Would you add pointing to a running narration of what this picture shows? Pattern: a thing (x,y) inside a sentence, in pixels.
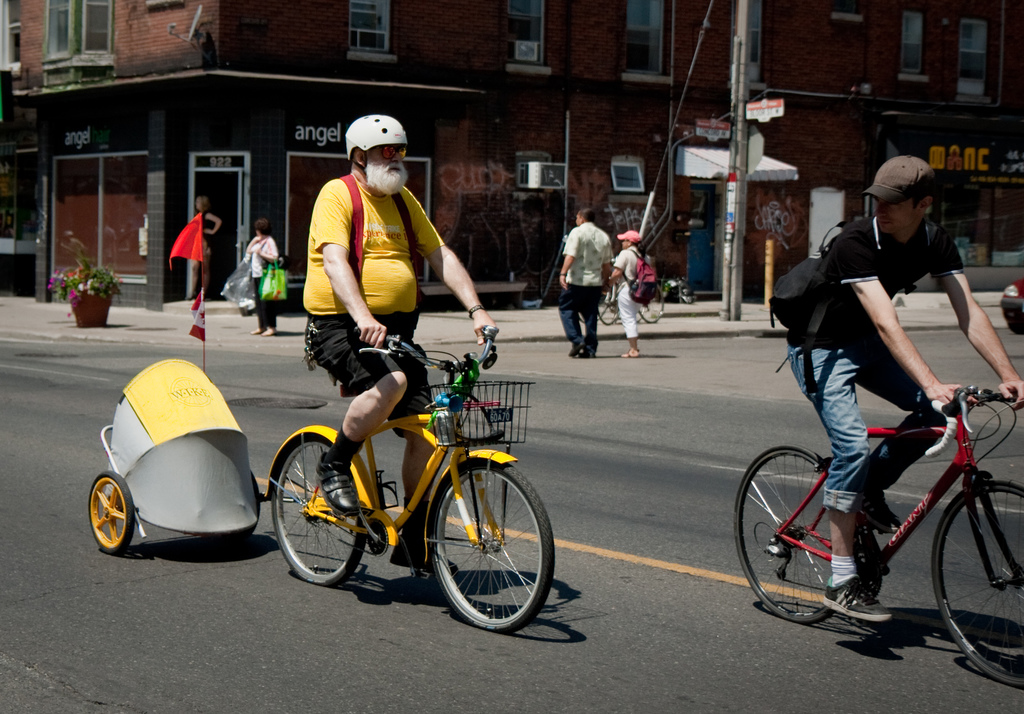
This picture shows two members (902,272) riding a bicycle (470,520). The one guy (372,145) is holding a helmet (371,133) on his head (390,158) and the other guy (885,238) is wearing cap (890,181). In the background (626,295) there are some people (592,280) walking. We can observe a pole (732,258) and a building (439,57) here.
